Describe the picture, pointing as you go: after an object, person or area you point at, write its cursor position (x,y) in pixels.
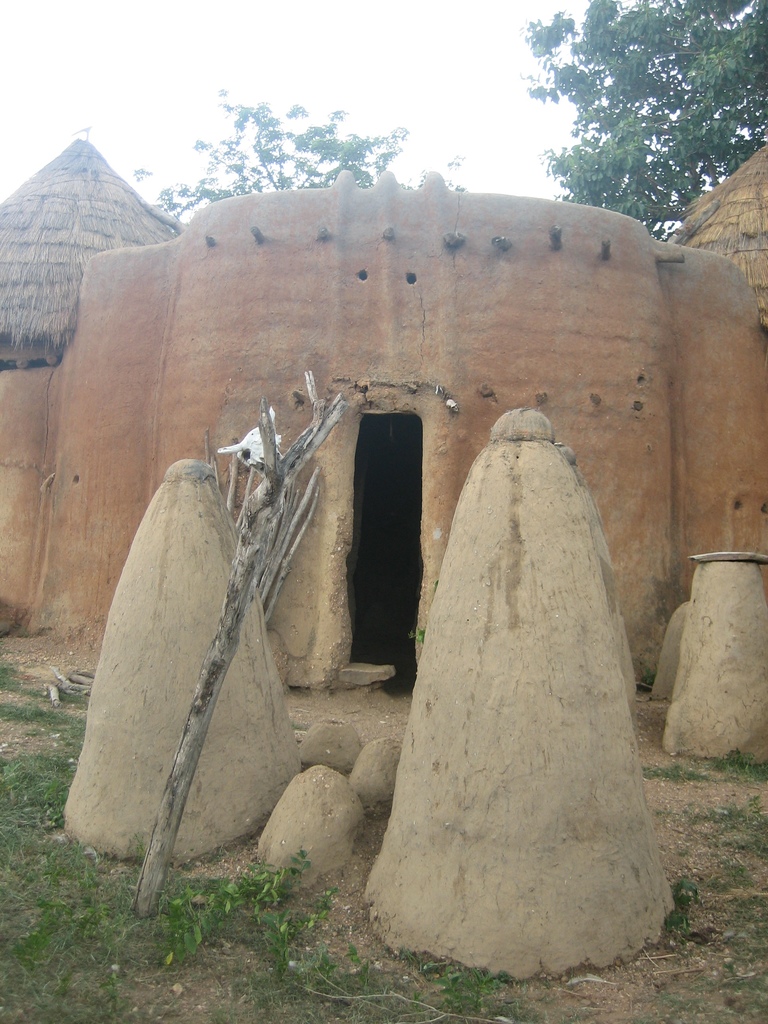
In this image we can see a house (153,389). We can also see some wooden poles (206,702), stones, grass (59,982), plants (270,931), trees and the sky (503,168).
